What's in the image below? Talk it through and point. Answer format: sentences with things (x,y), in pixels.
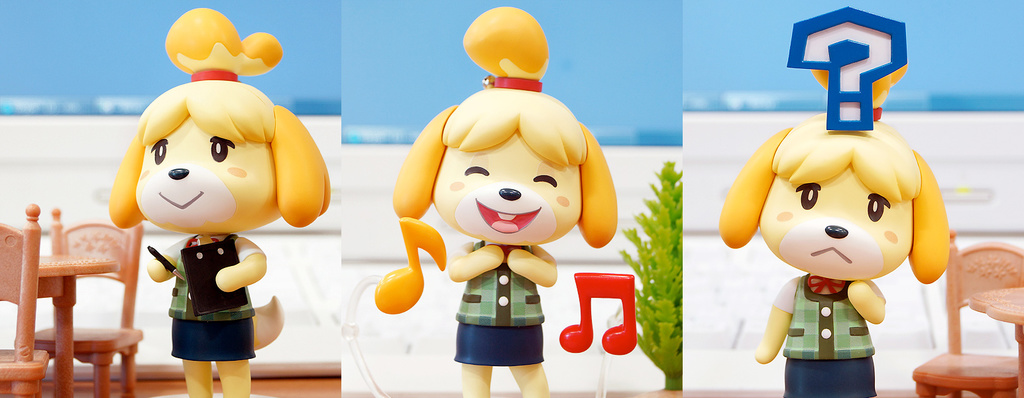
A collage picture of dolls (845,295). This doll (208,214) is holding a pad (205,273) and pen (173,267). Beside this doll (488,242) there is a plant (660,292). Beside this doll (841,306) there is a chair (970,371) and table (1023,366).
